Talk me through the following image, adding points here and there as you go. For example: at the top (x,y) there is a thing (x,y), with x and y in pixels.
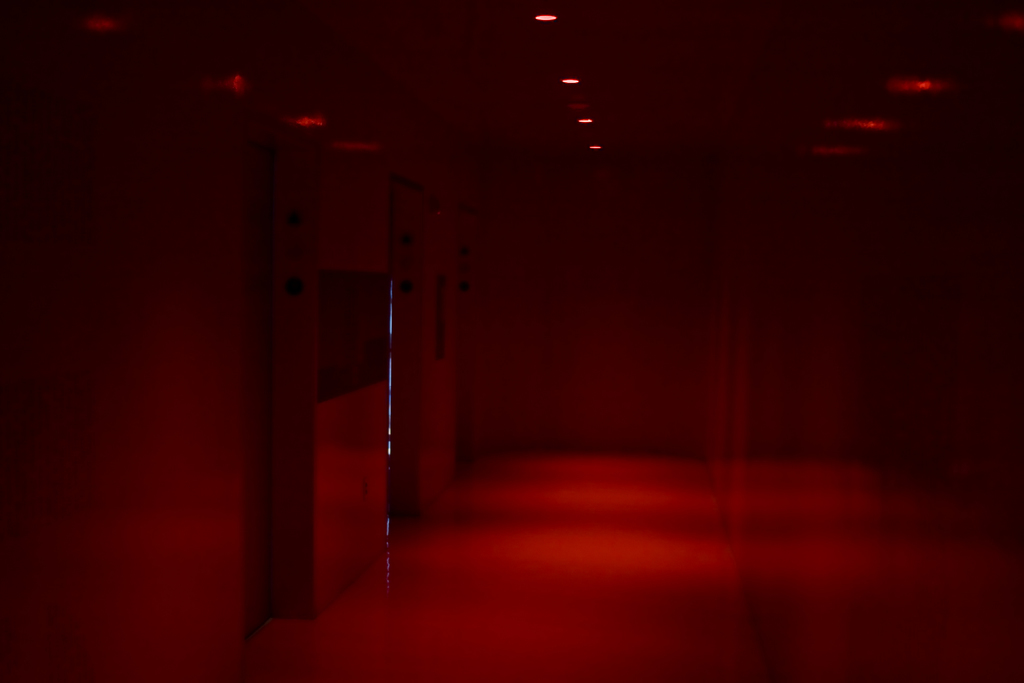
In the picture there is a dark room (415,462) present, there are lights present on the roof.
